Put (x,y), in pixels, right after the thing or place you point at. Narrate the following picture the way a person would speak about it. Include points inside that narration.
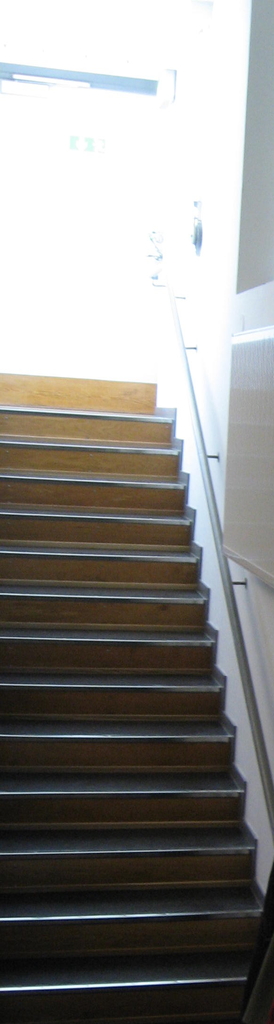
In the picture I can see a staircase (127,798) and some other objects (232,618).
